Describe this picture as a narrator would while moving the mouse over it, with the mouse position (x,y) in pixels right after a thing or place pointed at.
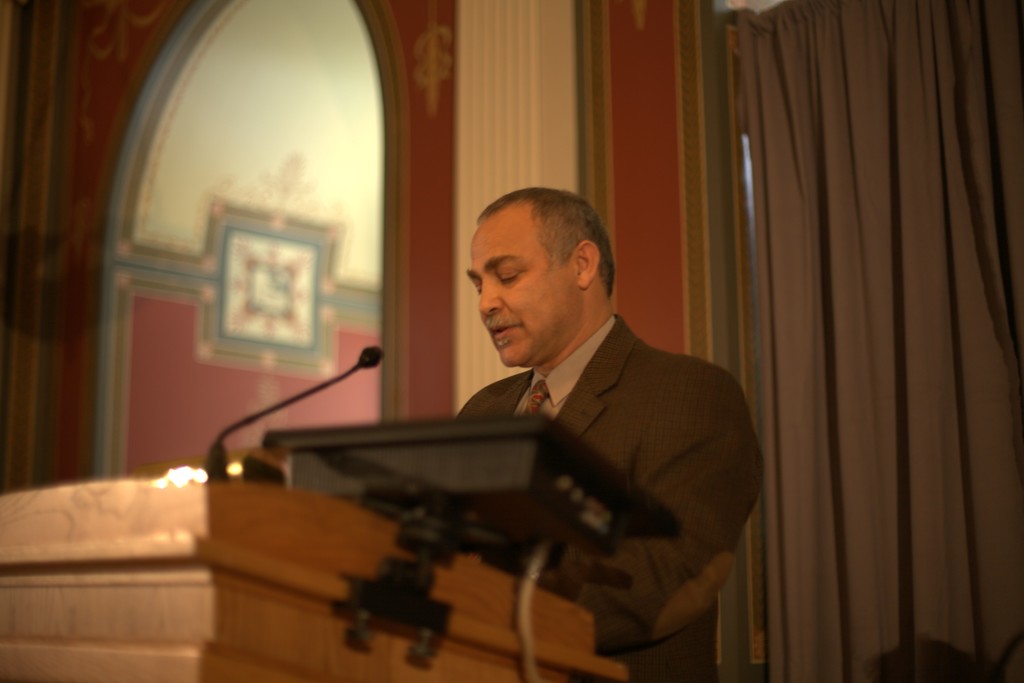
In this image we can see a person (638,433), in front of him, there is a podium (482,588), mic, curtain (822,234), also we can see the wall (550,91), and there is an electronic gadget (488,527).
